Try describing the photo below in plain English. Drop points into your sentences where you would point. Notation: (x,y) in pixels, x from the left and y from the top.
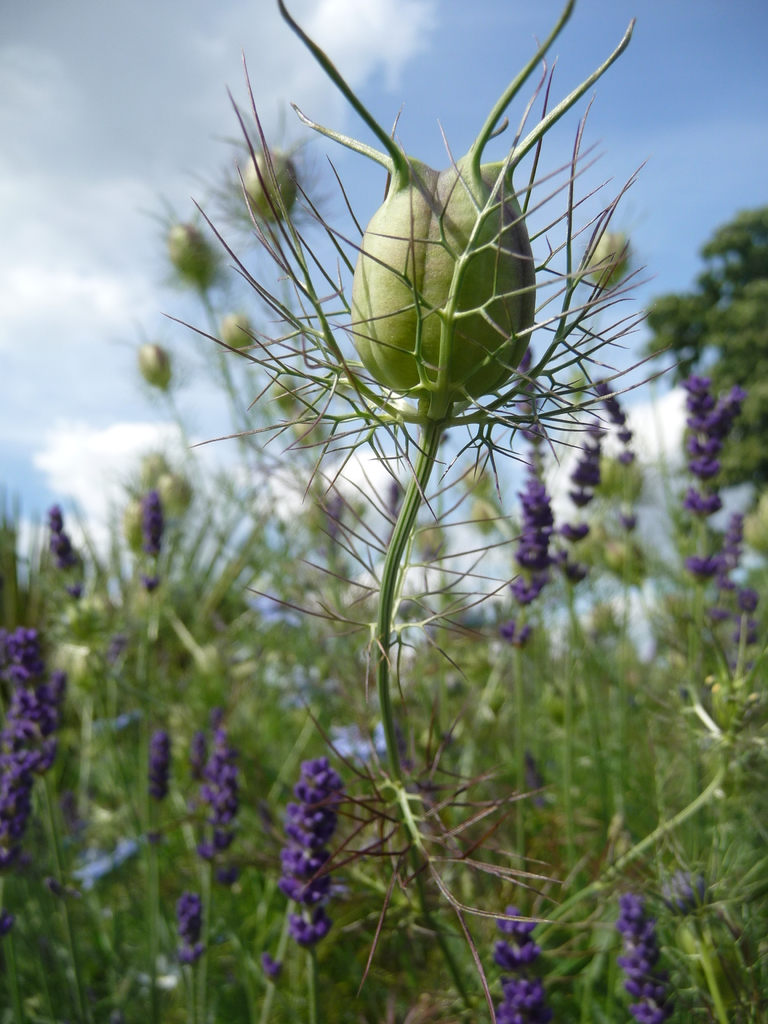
In the picture I can see plants (444,737) and trees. In the background (330,201) I can see the sky (410,118). The background of the image (611,693) is blurred.
